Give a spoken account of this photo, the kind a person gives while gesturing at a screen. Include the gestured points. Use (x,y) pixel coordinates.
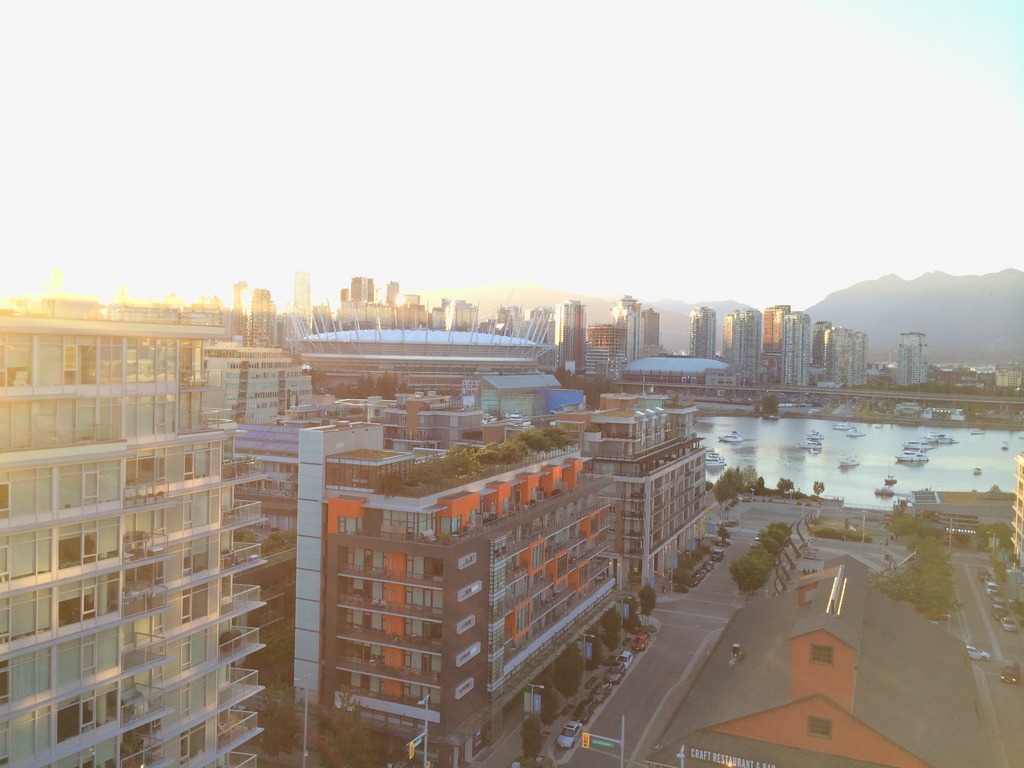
On water (805,464) there are boats (922,442). Here we can see vehicles (631,653), trees (769,545) and buildings (337,544) with glass windows (81,540). Far there is a mountain (1023,278).
